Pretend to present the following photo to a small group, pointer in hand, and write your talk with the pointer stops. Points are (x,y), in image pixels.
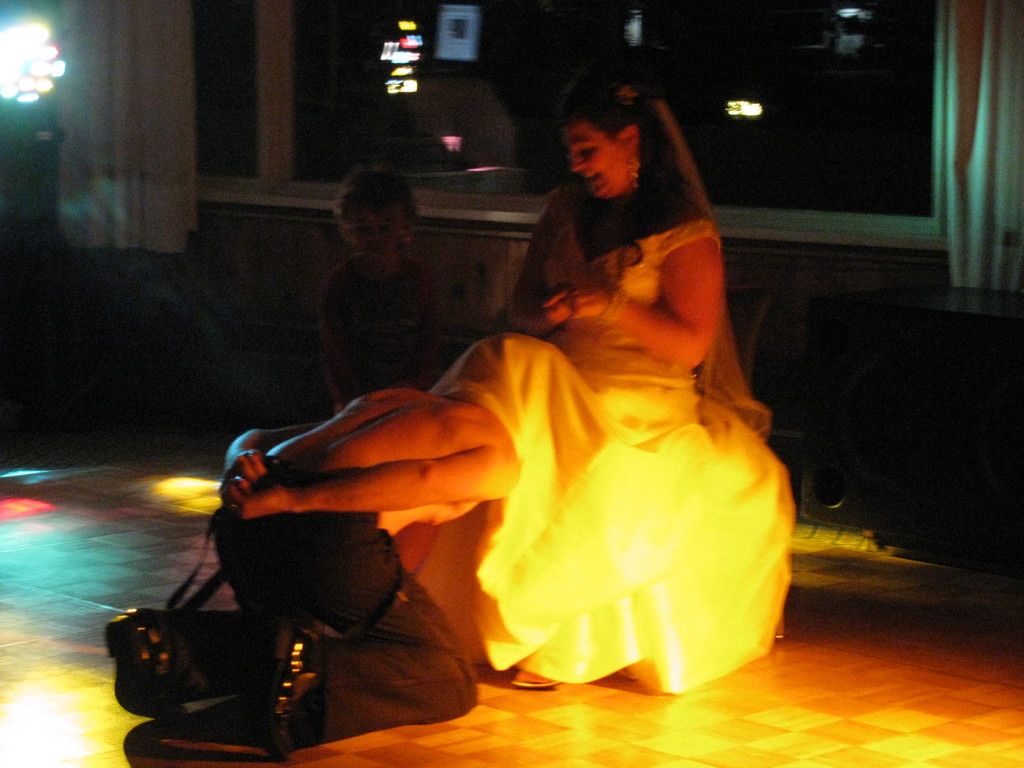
In this image we can see group of people (529,368). One women (499,389) wearing white dress (655,451) is sitting on a chair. In the background (346,62), we can see windows (665,59) and light (52,85).
